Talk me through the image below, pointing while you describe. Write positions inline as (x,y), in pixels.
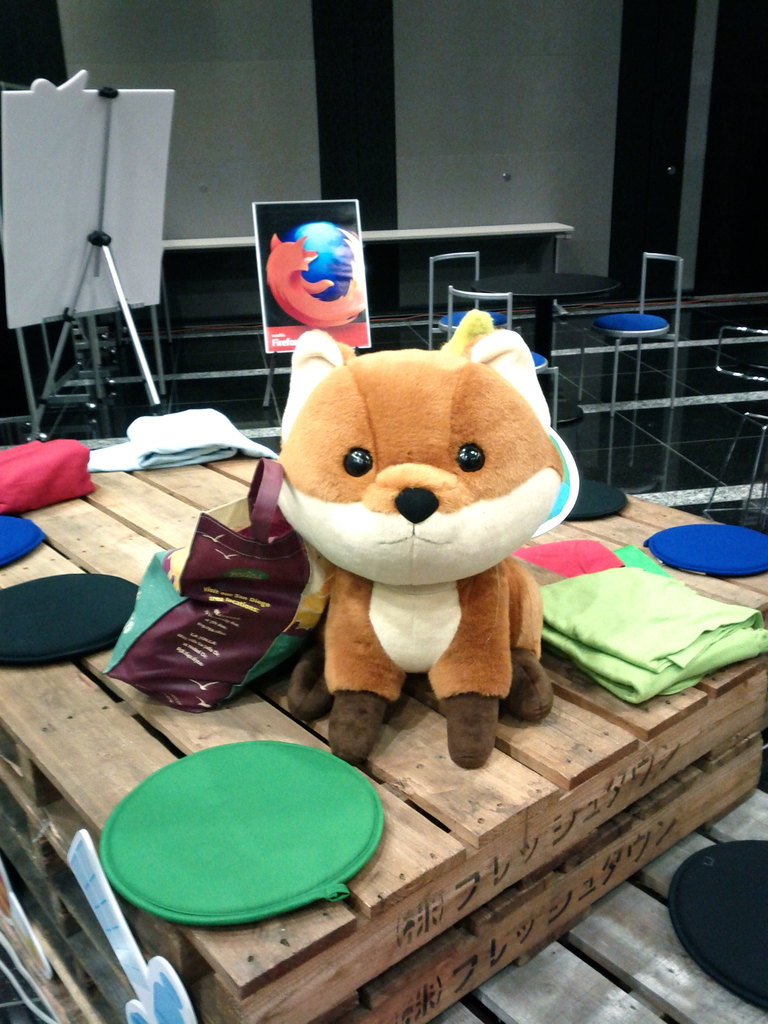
In this picture I can see a doll (374,606) and few other things (262,538) on this wooden box (410,734), in the background (316,211) there is a photo (321,293). On the right side (654,260) I can see the chairs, on the left side (5,160) it looks like a board (141,285).
